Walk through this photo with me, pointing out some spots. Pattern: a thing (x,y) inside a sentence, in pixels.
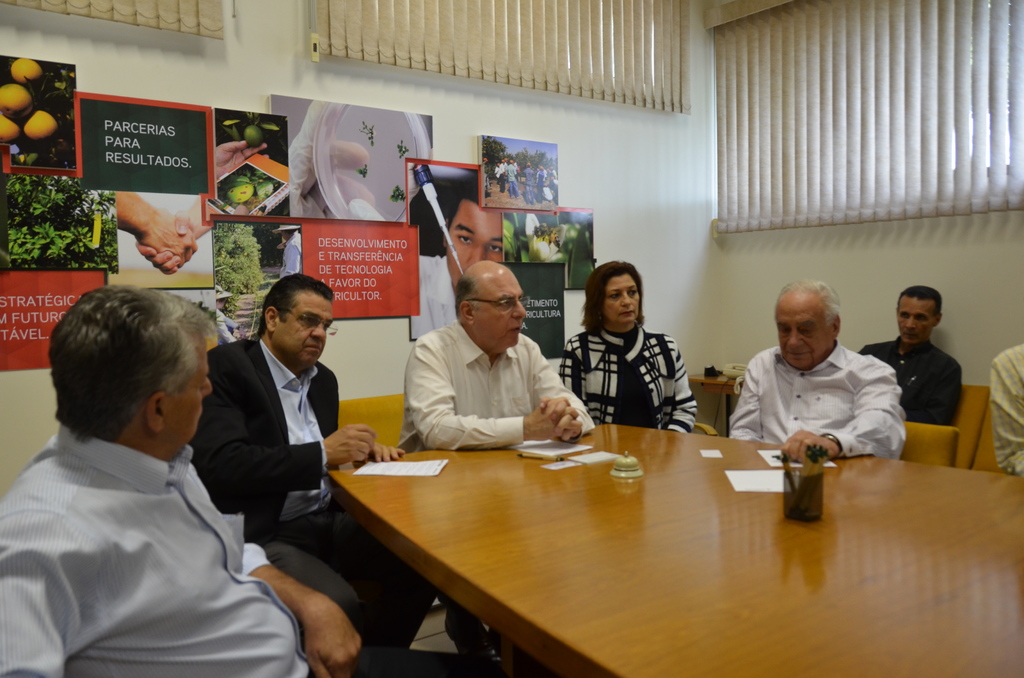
There are few people (615,392) sat on chairs (951,424) around the table (560,493). The table (824,516) has pen stand (810,493), a bell (633,460) and few papers (556,462) on it. On the back side wall (232,245) there are posters (45,209) of plants (255,193) and laboratory equipment (435,199). And over to the right side (830,124) corner there is curtain (768,148).
